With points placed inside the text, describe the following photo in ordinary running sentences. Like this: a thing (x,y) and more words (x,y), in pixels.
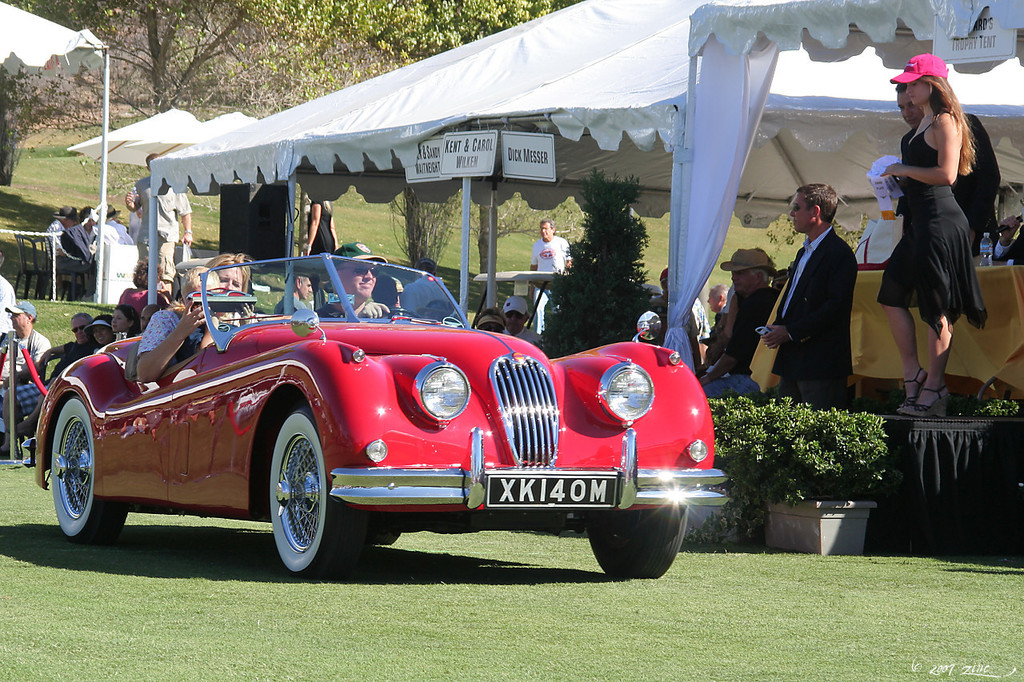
Person (361,298) driving car (585,443), person (804,303) standing, this is tent (540,78), in back (442,46) these are trees (299,25).
